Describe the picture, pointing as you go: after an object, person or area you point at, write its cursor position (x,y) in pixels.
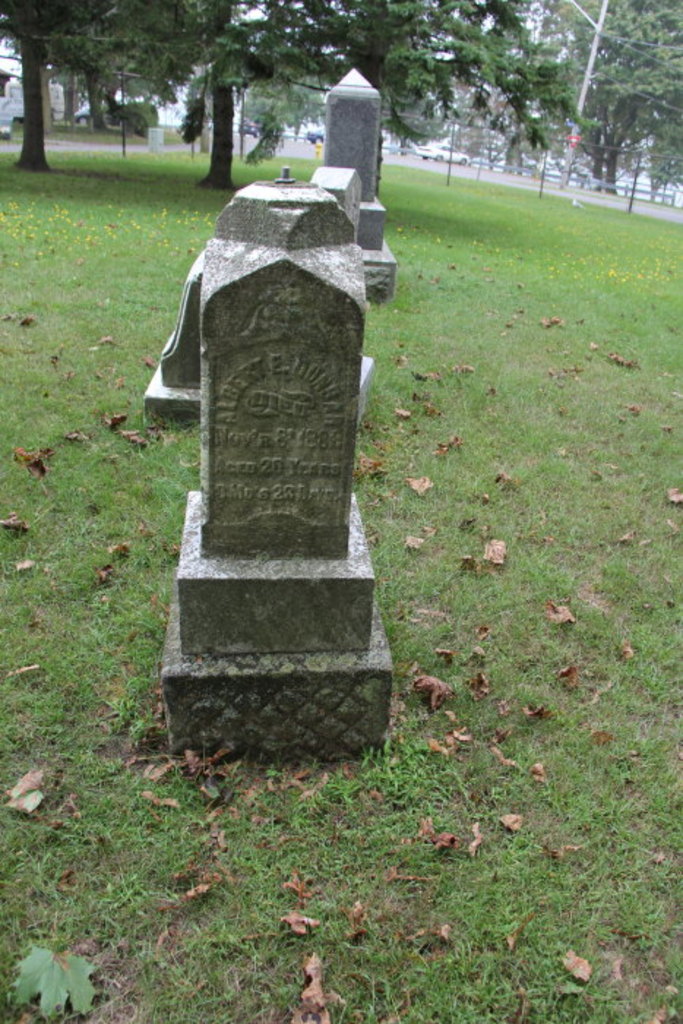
In this image we can see laid stones (336,740) on the ground (384,542), shredded leaves (431,830), trees (420,136), poles (589,18) and motor vehicles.
